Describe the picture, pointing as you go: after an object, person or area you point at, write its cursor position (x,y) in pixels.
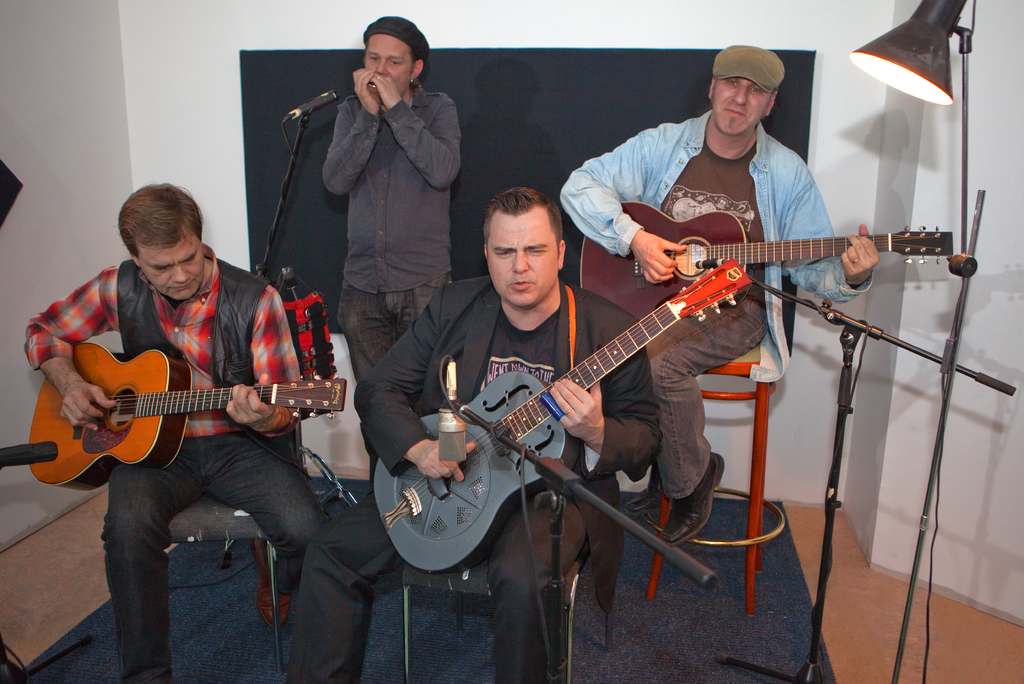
There are 4 people (433,248). On the right side (755,335) we have a person (674,409). He's wearing a cap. The other person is standing. Three of them (722,346) are playing a guitar (747,281). We can see in the background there is light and blackboard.
